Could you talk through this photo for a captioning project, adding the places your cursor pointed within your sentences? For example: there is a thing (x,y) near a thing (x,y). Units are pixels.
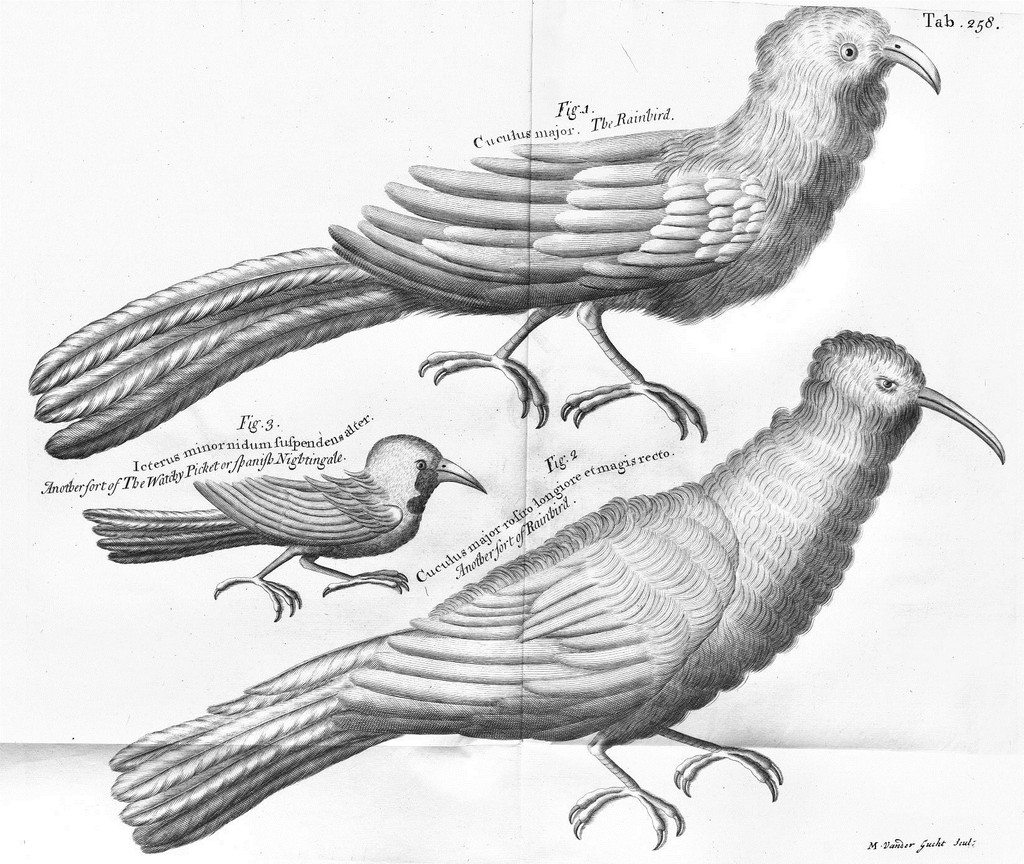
Here we can see drawing (845,549) of birds (625,177) labeled with numbers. Something written on this white surface (483,375).
